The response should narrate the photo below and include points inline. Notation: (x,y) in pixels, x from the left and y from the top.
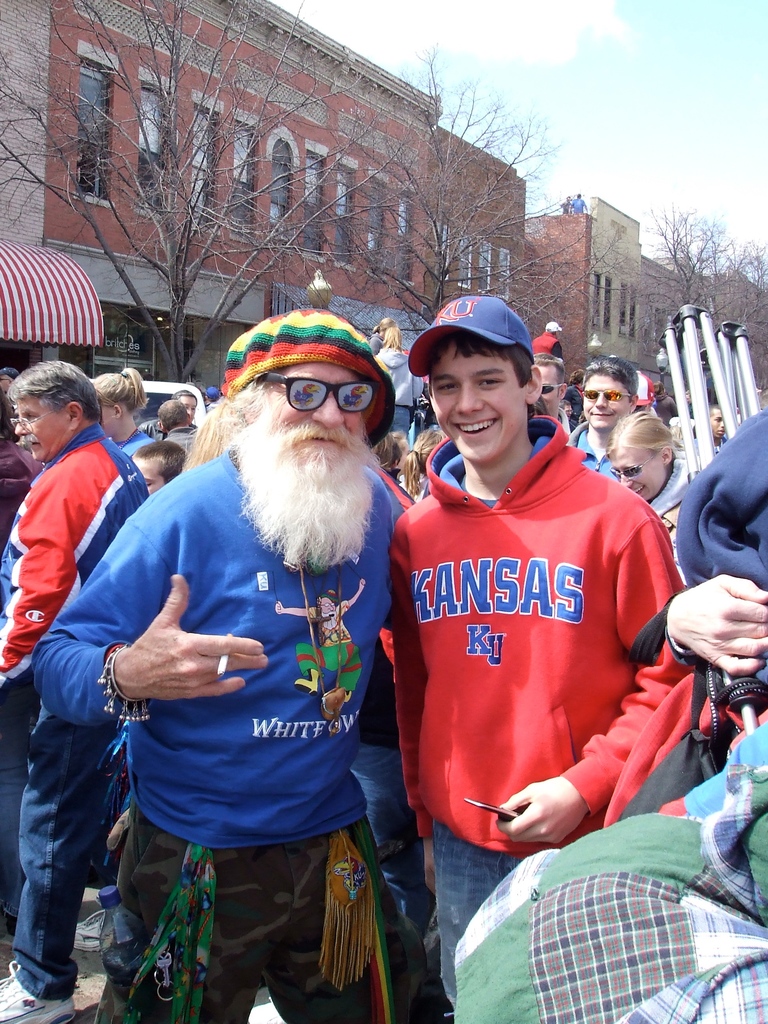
In this image we can see people (381,795) standing on the road (82,1006). In the background (228,261) there are buildings (530,247), stores (50,309), trees (353,222), persons (567,198) standing on the buildings (569,223) and sky (554,125) with clouds (551,176).
